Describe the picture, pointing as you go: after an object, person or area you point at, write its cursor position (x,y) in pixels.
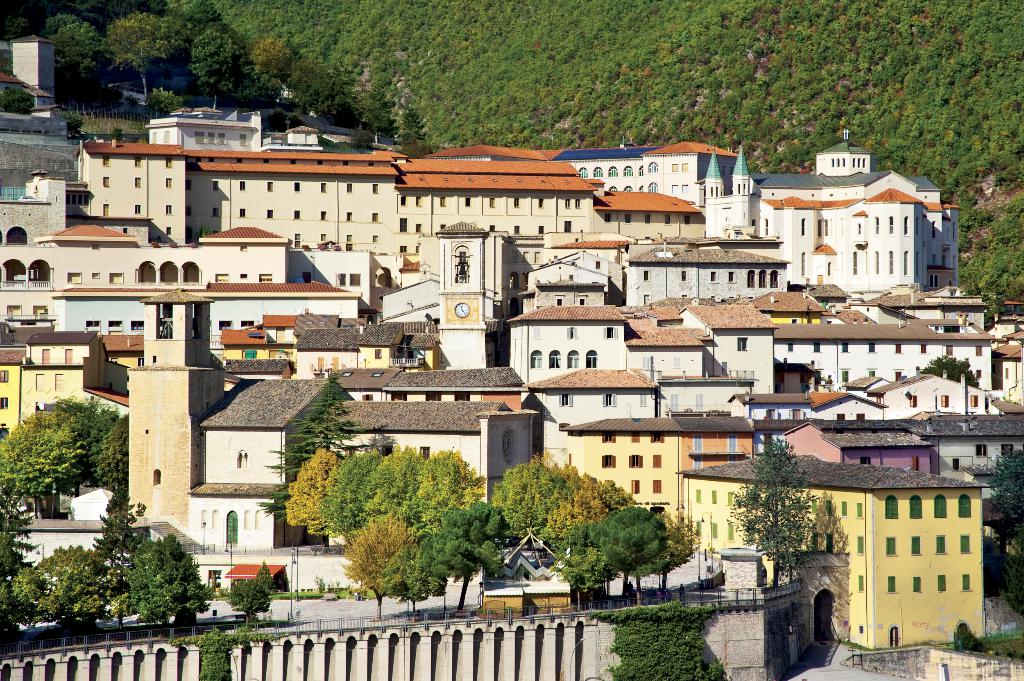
This image is taken outdoors. In the background (289,52) there are many trees (747,103) and plants (977,133) with leaves (913,94), stems (544,83) and branches (253,51) and there is a ground (978,204) with grass (846,87) on it. In the middle of the image (343,276) there are many buildings (931,596) and houses (896,518) with wall (336,213), windows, doors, pillars (159,279) and roofs (853,433). There is a clock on the wall (460,324). There are a few trees (104,445) and plants (58,430) on the ground (672,576). At the bottom of the image (285,664) there is a wall (465,642) and there are two creepers (660,645) on the wall (484,636).
